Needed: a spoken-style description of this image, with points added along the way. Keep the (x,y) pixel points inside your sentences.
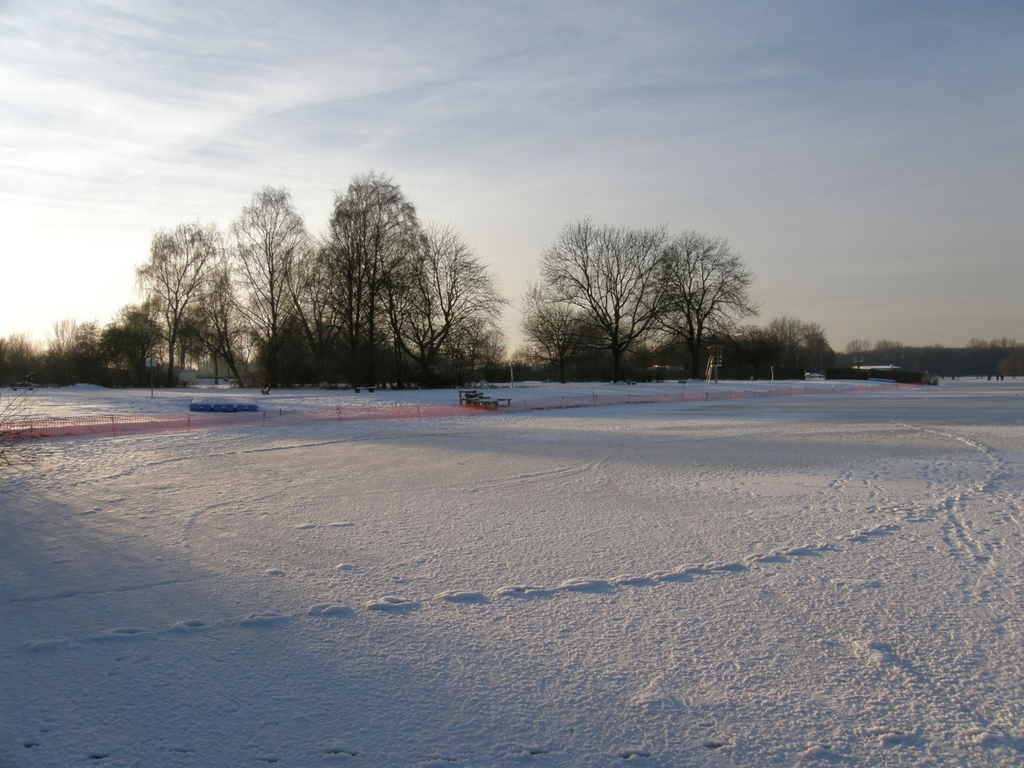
In this image I can see the snow (510,625) on the ground (532,590). In the background (841,324) I can see few trees (982,359), few other objects (310,418) and the sky (305,168).
